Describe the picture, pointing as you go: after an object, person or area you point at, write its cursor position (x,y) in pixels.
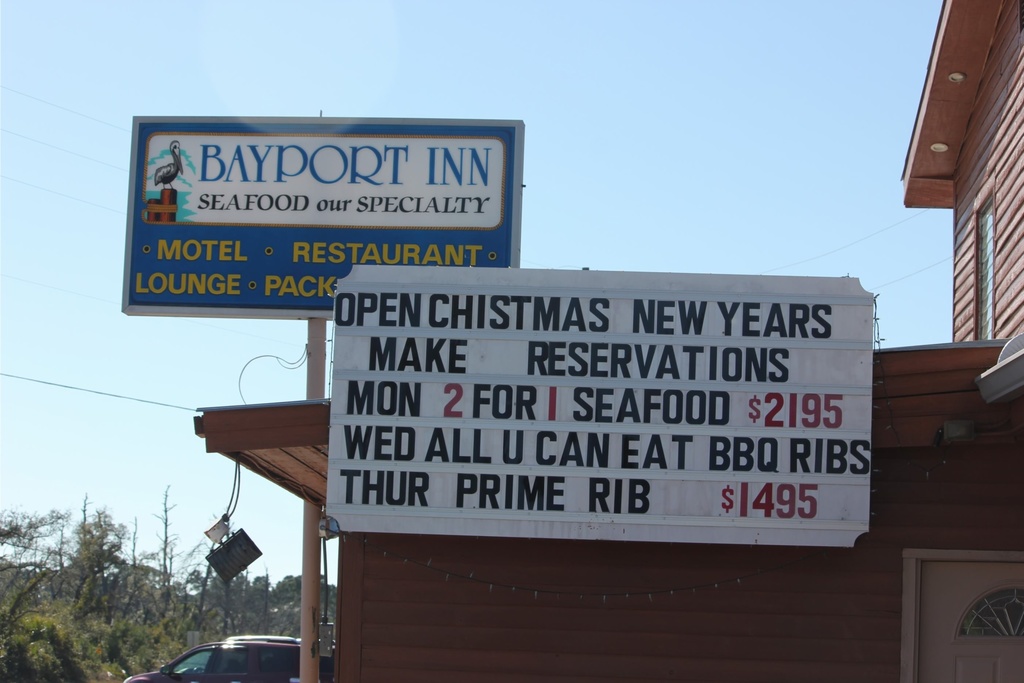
In this picture we can see a building (443,592), vehicle (204,648), name boards (464,390), trees (247,611), some objects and in the background (727,24) we can see the sky (568,17).
